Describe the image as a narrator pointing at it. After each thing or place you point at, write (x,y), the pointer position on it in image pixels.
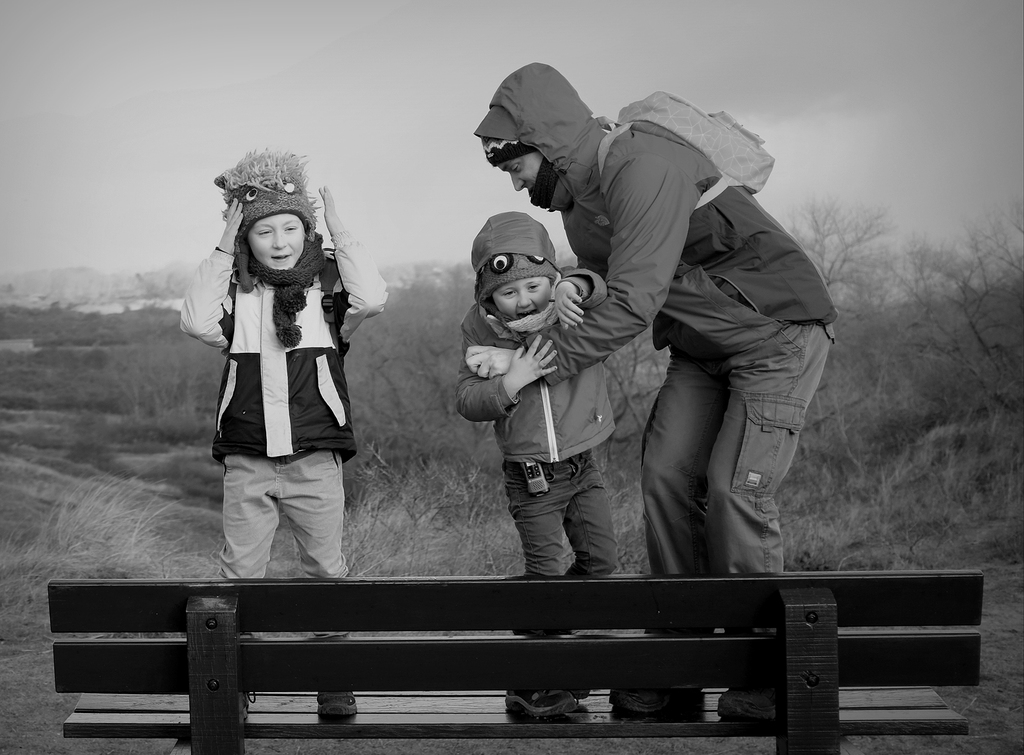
In this image, we can see few people (459,399), they are wearing jackets (594,212), scarves (519,325) on his necks (498,321). And the right side (719,155), person (694,265) is wearing a bag (722,135). There peoples (592,152) are smiling, they stand on the bench (398,693). At back (427,118) side, we can see some trees (156,423) and sky (452,208).
